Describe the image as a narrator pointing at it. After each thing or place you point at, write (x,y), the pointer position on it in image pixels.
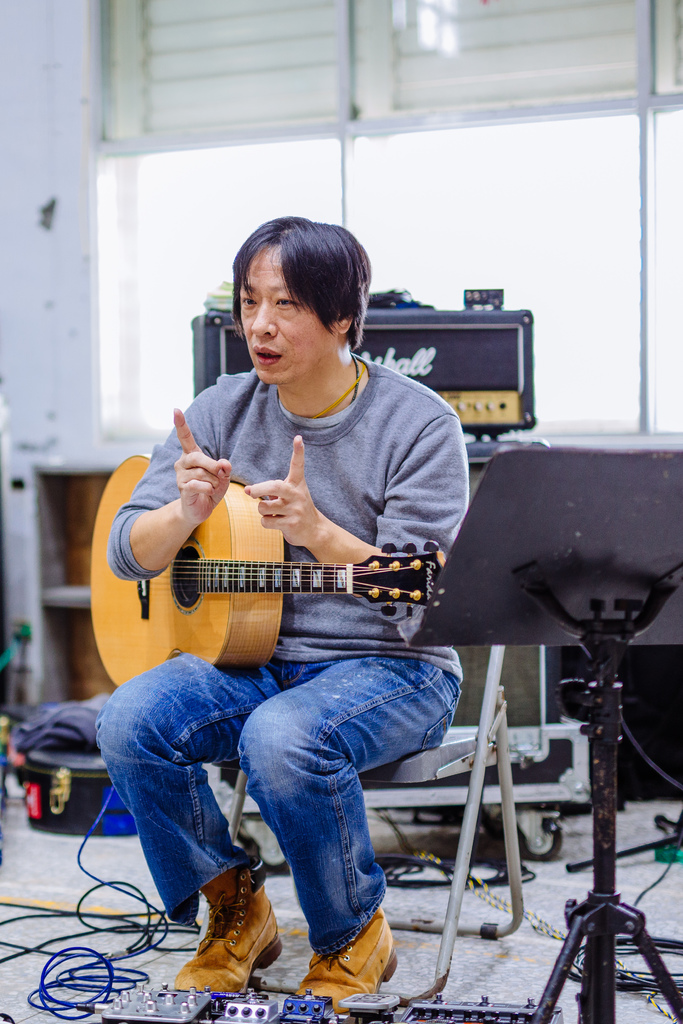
In this picture we can see a man (386,709) seated on the chair (410,774), he is holding a guitar (264,621), in front of him we can see a stand (565,602) and some musical instruments (147,1015).
